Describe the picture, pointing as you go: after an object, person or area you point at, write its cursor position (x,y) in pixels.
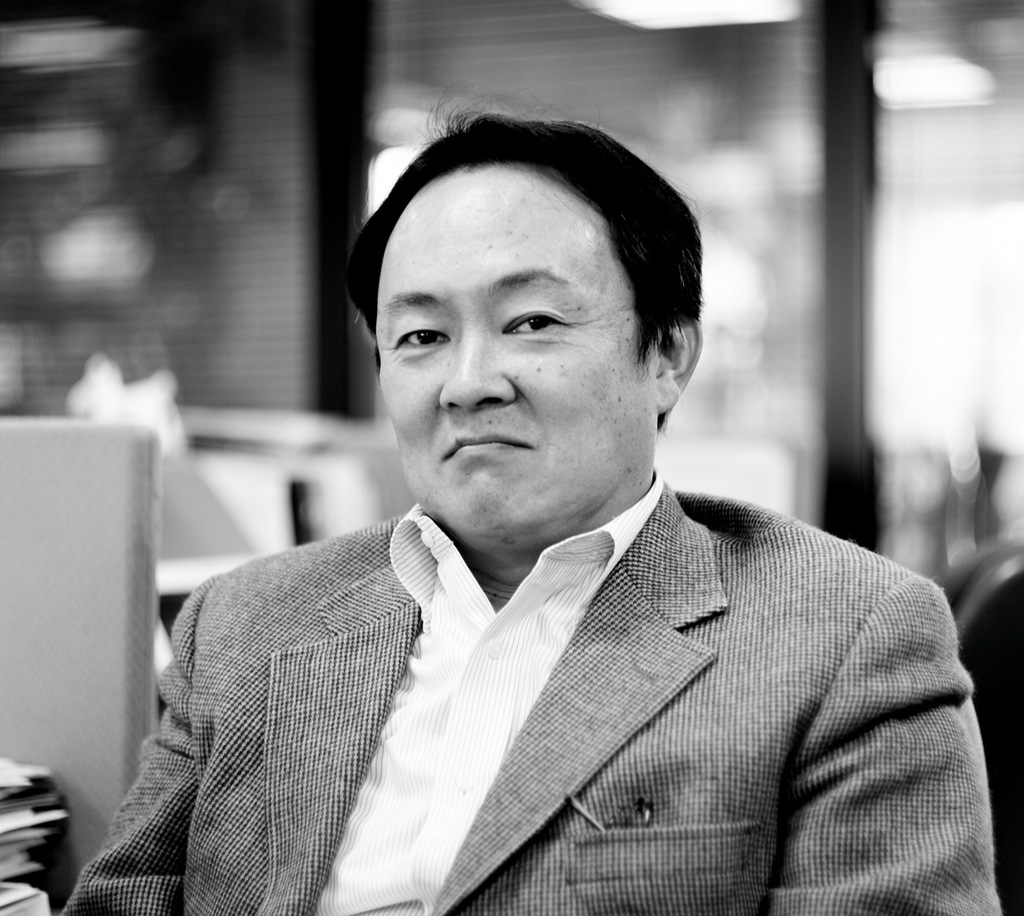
In this image I can see the person (467,651) wearing the blazer (585,770) and shirt (478,737). To the left (63,693) I can see some objects (30,807). And there is a blurred background (48,250). This is a black and white image.
